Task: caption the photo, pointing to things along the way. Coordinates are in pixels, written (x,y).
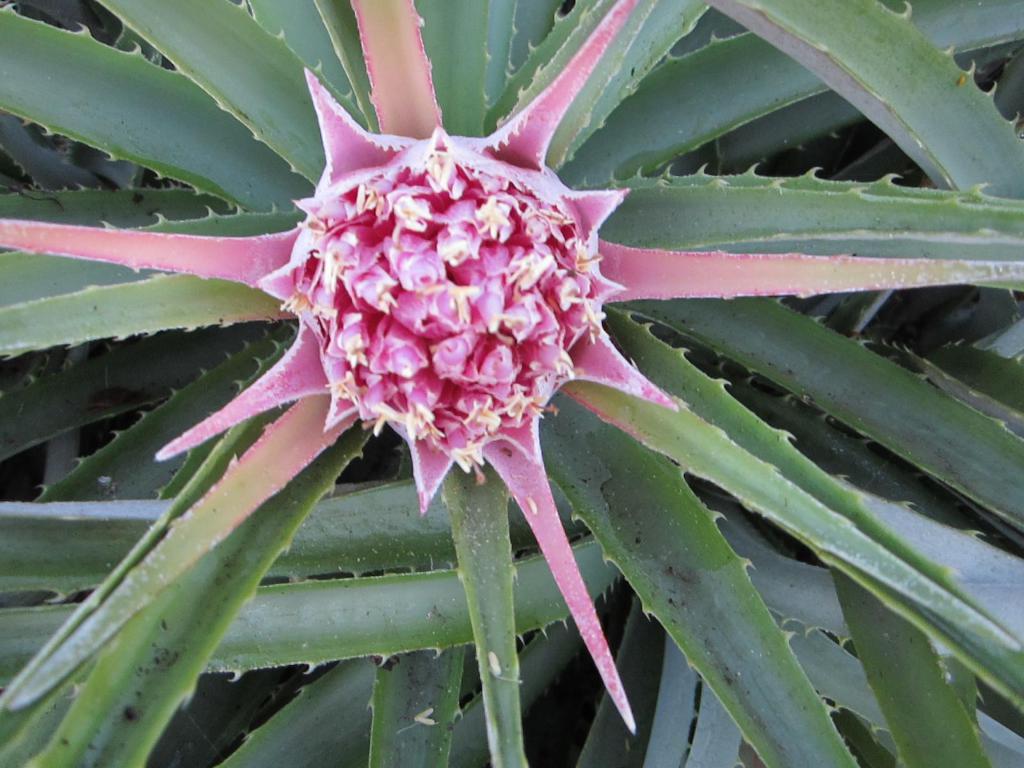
In this image I can see the flower (537,284) to the plant (329,474). The flower (570,553) is in cream and pink color and the plant (399,576) is in green color.
